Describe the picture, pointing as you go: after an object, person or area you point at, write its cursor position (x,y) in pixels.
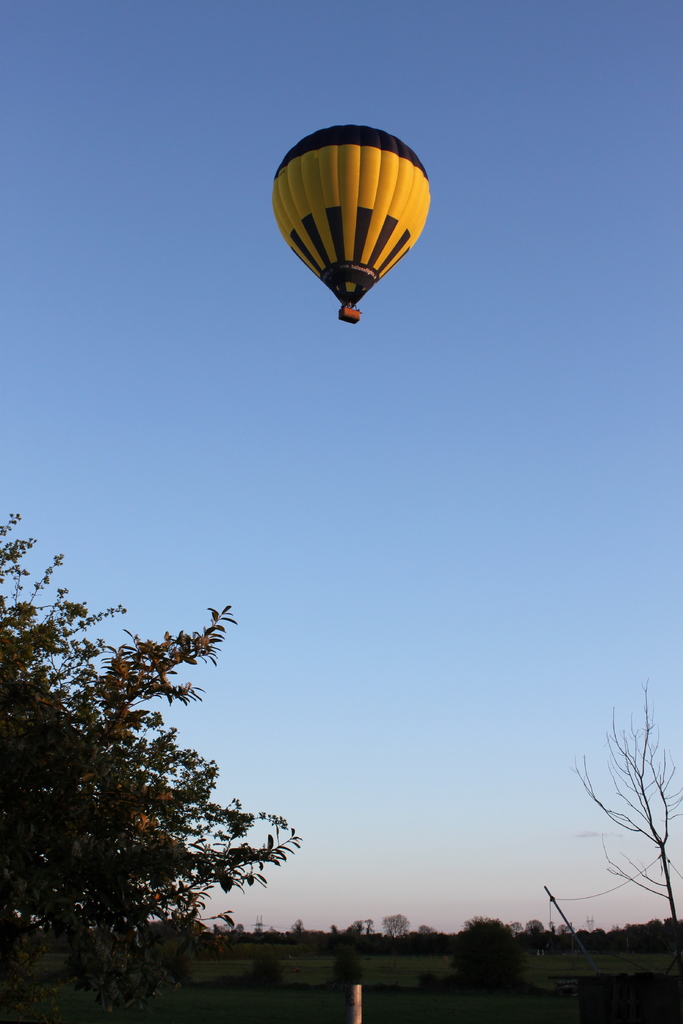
In this image at the bottom (111,815) I can see trees (40,815), pole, at the top (390,241) there is a hot air balloon (346,215) and the sky (319,483).
